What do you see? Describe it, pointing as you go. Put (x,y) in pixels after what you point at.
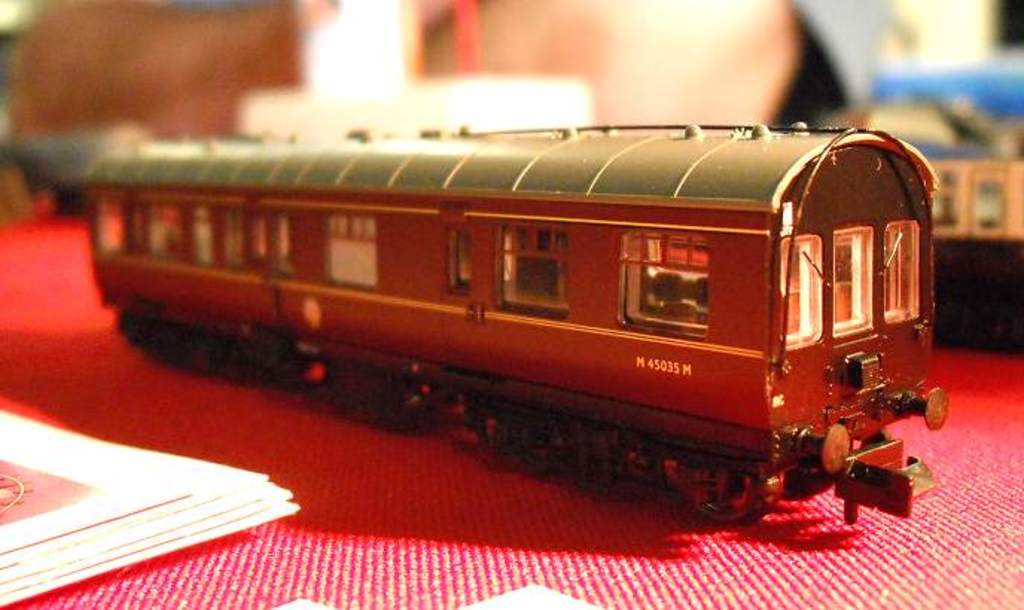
In this picture I can see a toy railway coach (546,384) and papers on an object (98,605), and there is blur background (958,36).
